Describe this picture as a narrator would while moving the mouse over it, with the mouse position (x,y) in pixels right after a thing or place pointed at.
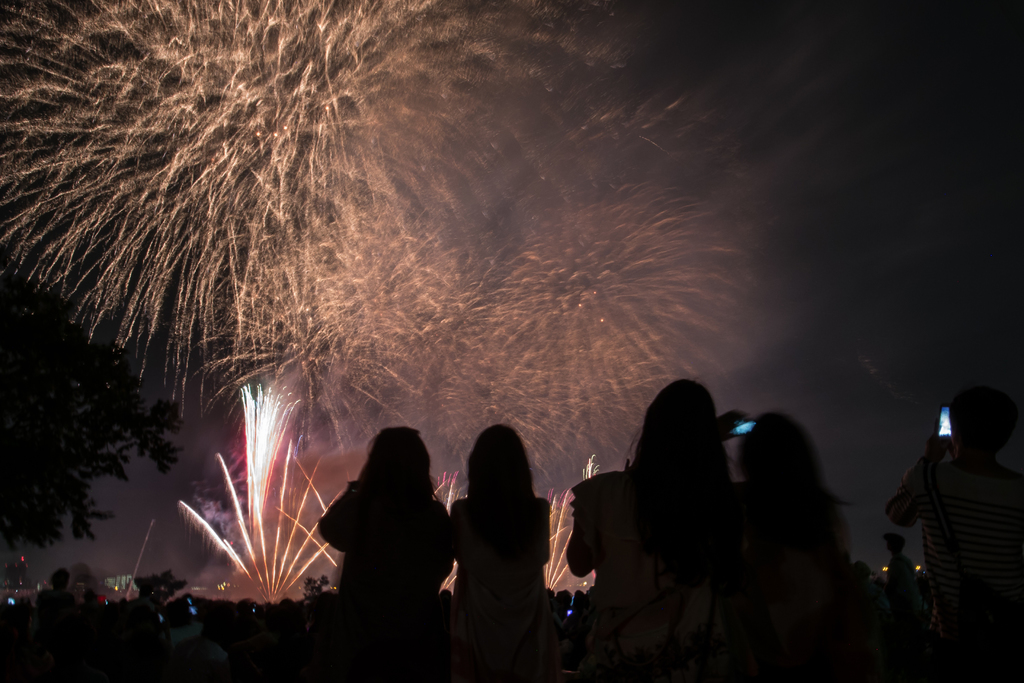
In the picture we can see few people (802,539) are standing and watching the fire crackers show (209,187).
